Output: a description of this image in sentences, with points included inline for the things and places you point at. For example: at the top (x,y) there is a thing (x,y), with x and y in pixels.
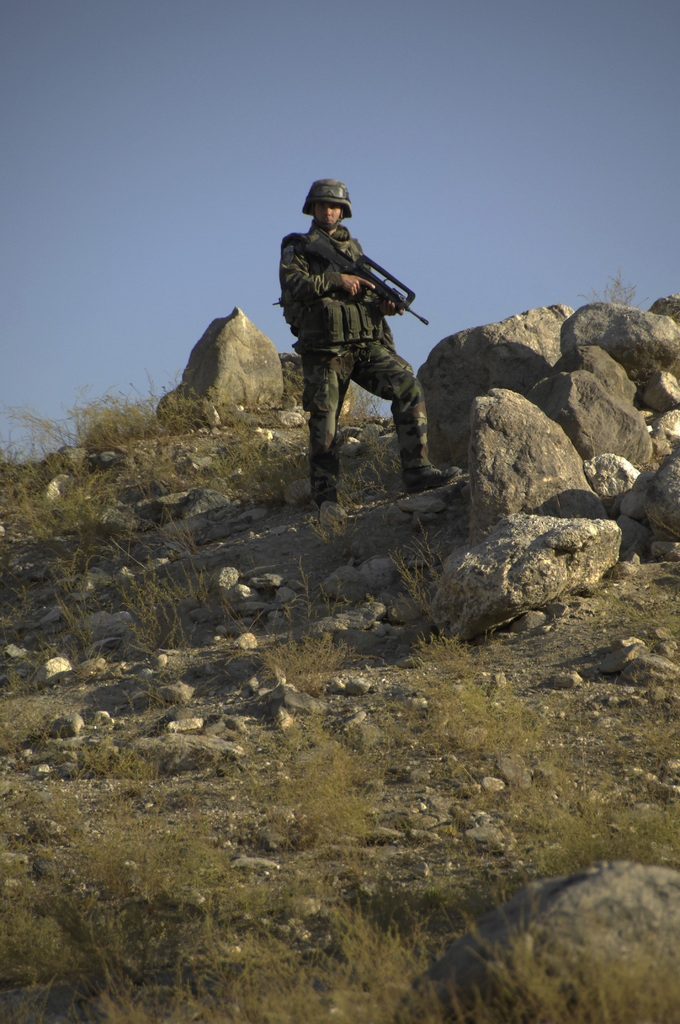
In this picture we can see a man (346,282) holding a gun (350,264) with his hands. Here we can see grass (312,804), stones (330,622), and rocks (527,482). In the background (471,198) there is sky (249,166).
